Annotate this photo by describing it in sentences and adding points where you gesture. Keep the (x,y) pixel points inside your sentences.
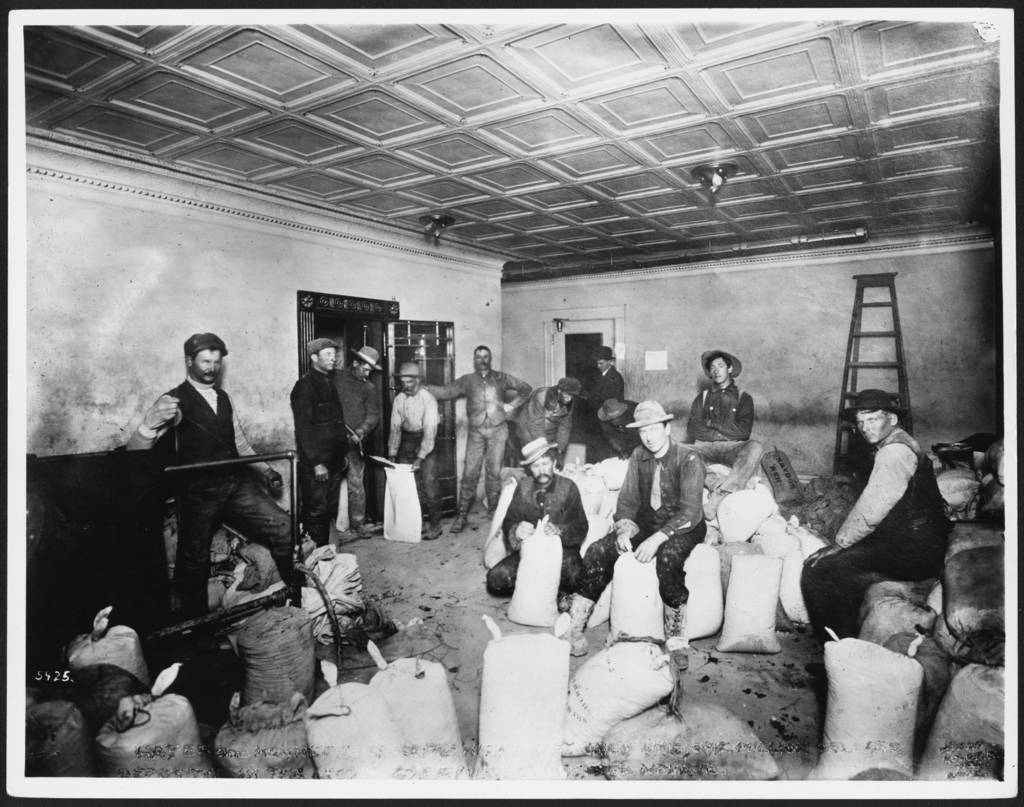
In this picture we can see a room (290,478) where there are many people (830,573).
